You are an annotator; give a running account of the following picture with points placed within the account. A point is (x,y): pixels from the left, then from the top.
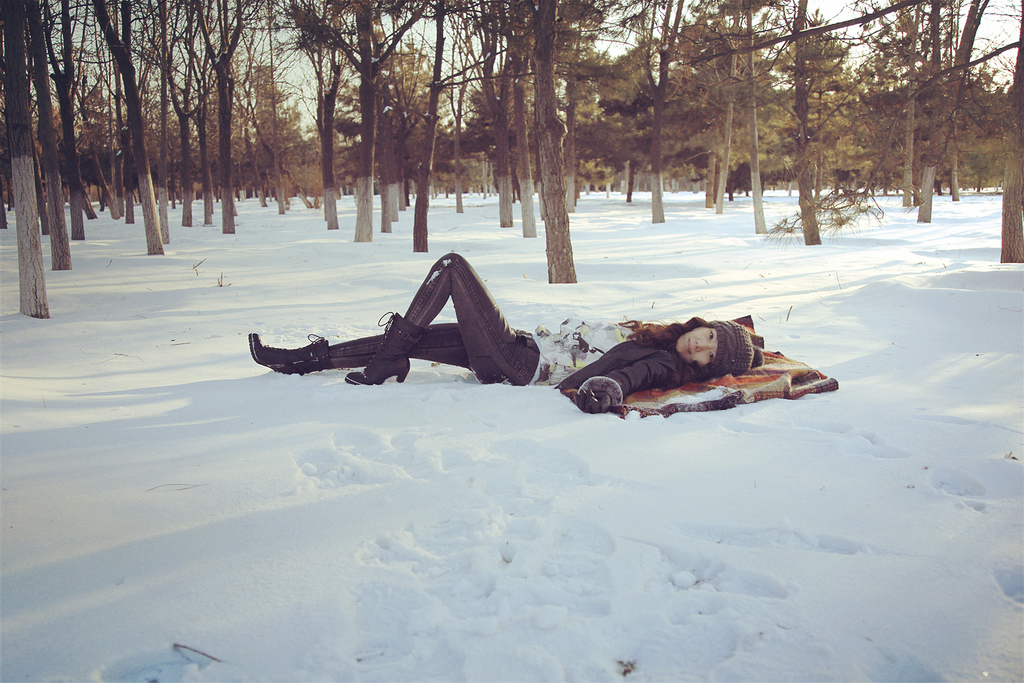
In the middle of the image (459,320) we can see a woman (499,379), she is laying on the snow (764,417), and we can find few trees (485,111) in the background (547,168).
